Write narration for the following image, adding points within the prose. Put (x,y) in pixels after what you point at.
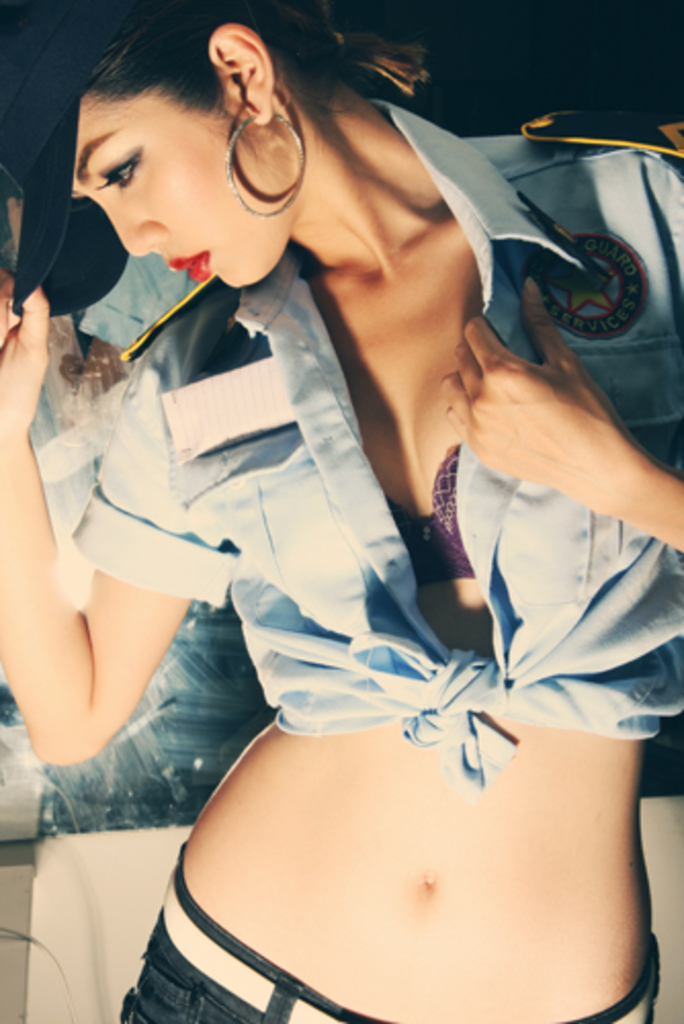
In this image we can see there is a person (383,535) standing and holding a cap (54,223). And at the back (145,732) it looks like a poster (185,718) attached to the wall (155,902).
